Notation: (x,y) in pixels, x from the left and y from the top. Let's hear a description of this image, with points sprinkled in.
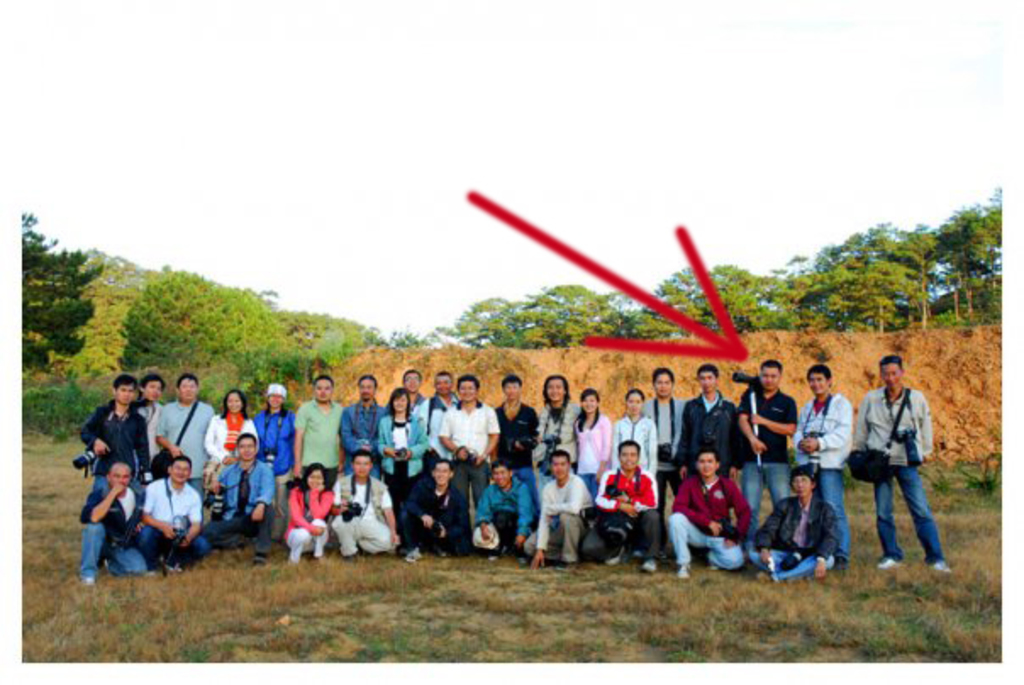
In this image in the center (532,429) there are some people (275,470) who are standing and some of them are sitting and some of them are holding cameras (355,510). At the bottom (250,588) there is grass (574,603) and in the background (168,326) there are some trees (884,318) and mountains (828,351).
